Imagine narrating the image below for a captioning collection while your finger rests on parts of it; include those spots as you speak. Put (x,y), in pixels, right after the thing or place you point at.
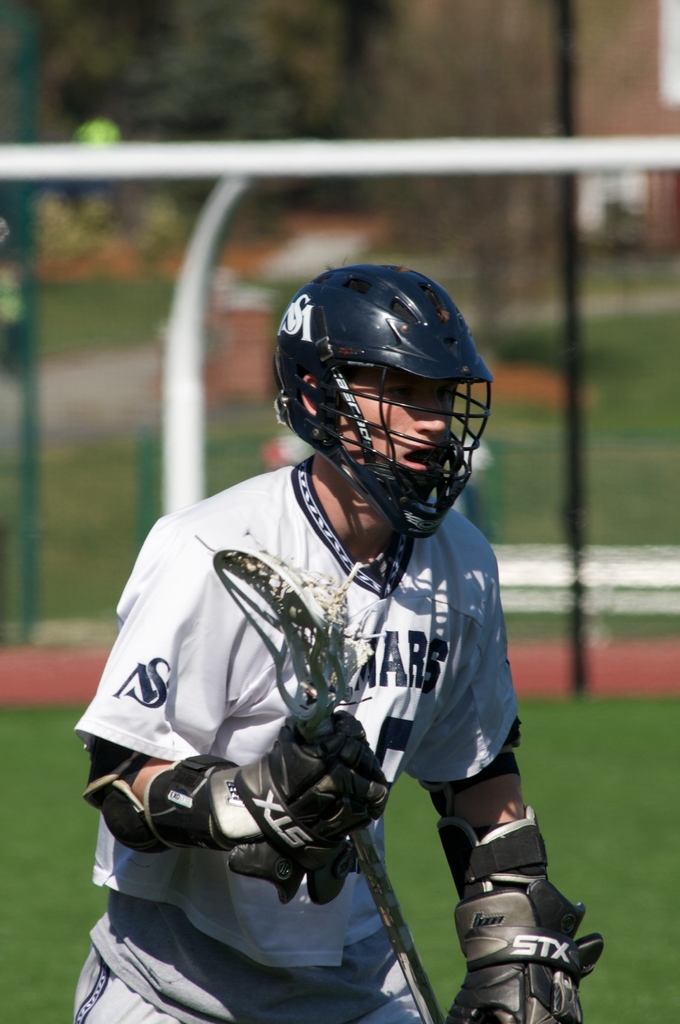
In the middle of the image (299,497), there is a person (280,499) in white color t-shirt (163,523), wearing a black color helmet (382,428) and black color gloves (371,801). In the background (608,752), there is grass (583,740) on the ground (32,671) and there is a white color pole (191,256). And the background (226,121) is blurred.
